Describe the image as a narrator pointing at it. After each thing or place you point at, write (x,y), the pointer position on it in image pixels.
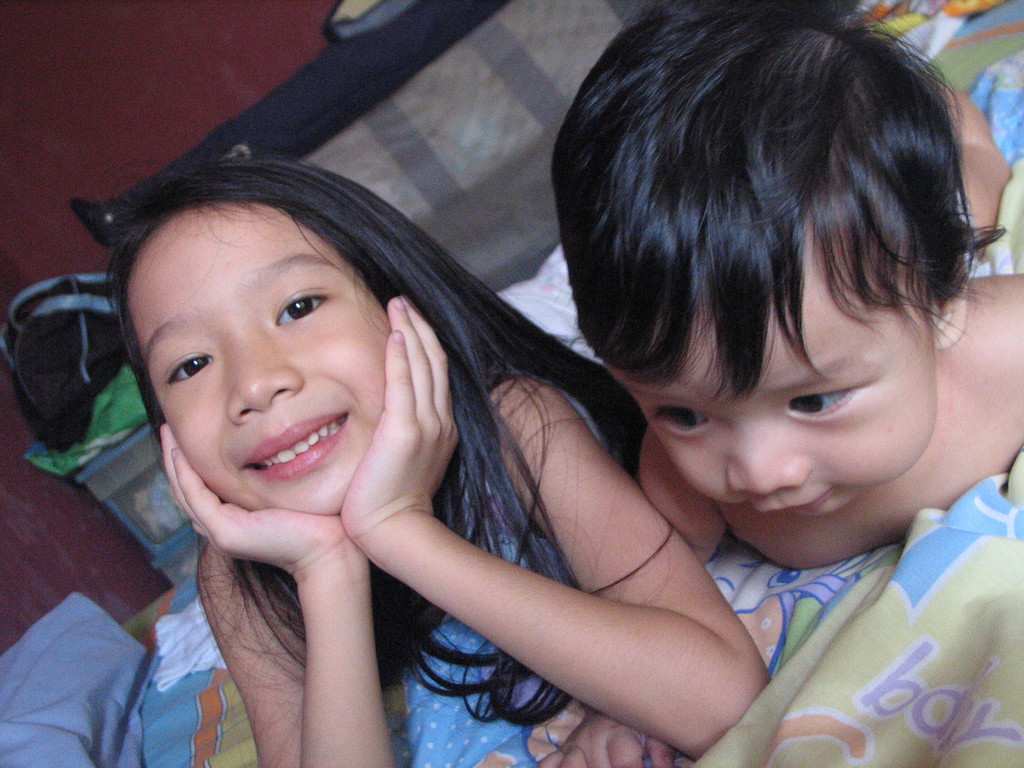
In this picture I can see a girl (335,497) and a baby (739,418) on the bed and I can see a wall (79,115) in the background (119,151) and looks like a bag (71,356) on the left side of the picture (56,357).
